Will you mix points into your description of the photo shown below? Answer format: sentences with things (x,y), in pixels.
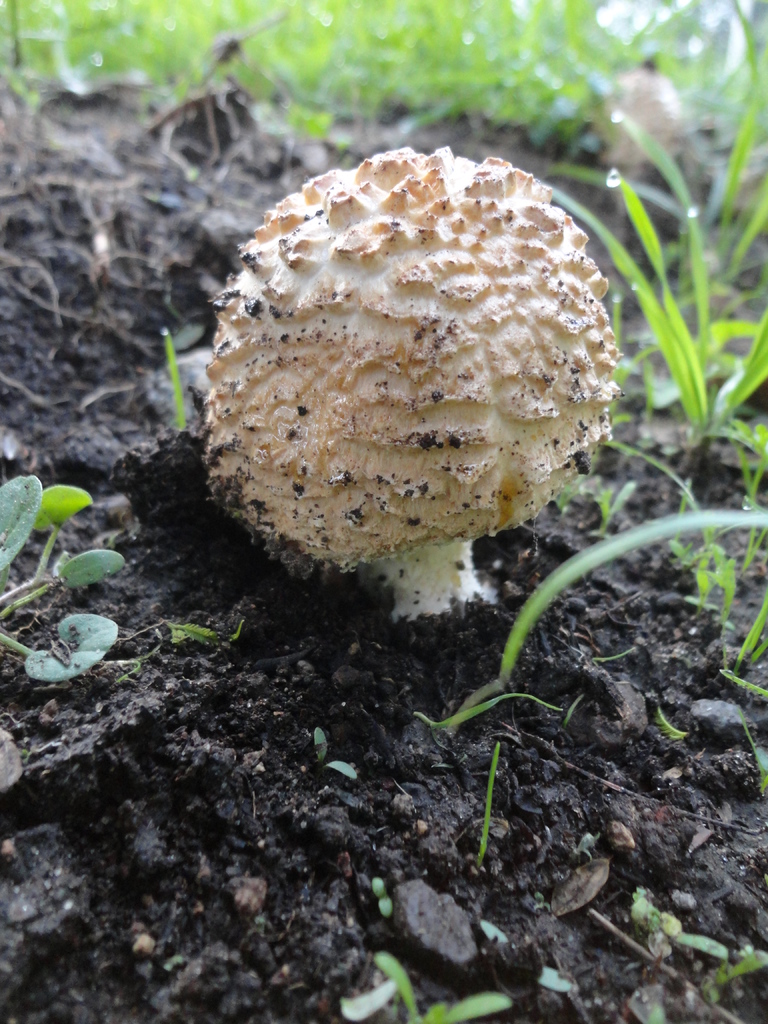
In the image there is a mushroom (536,356) on the land (69,450) with grass (403,50) behind it.
